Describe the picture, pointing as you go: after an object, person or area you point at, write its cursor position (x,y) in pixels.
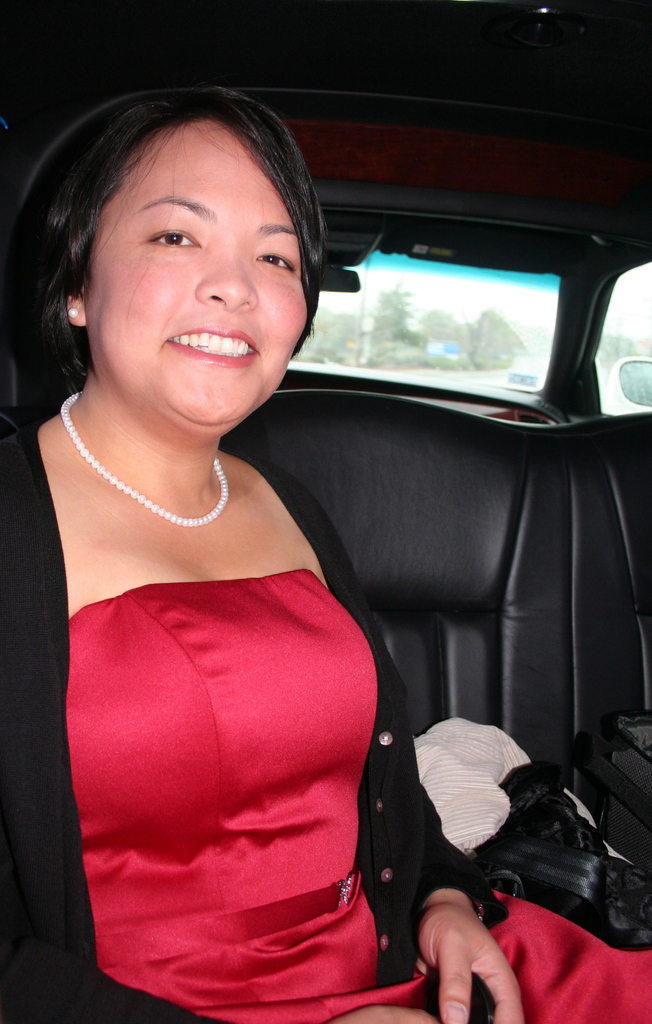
In the image in the center (291,679) we can see one lady (264,754), she is sitting in vehicle (231,448) and she is smiling. Coming to the background (492,295) we can see glass (515,341) and mirror (627,398).
